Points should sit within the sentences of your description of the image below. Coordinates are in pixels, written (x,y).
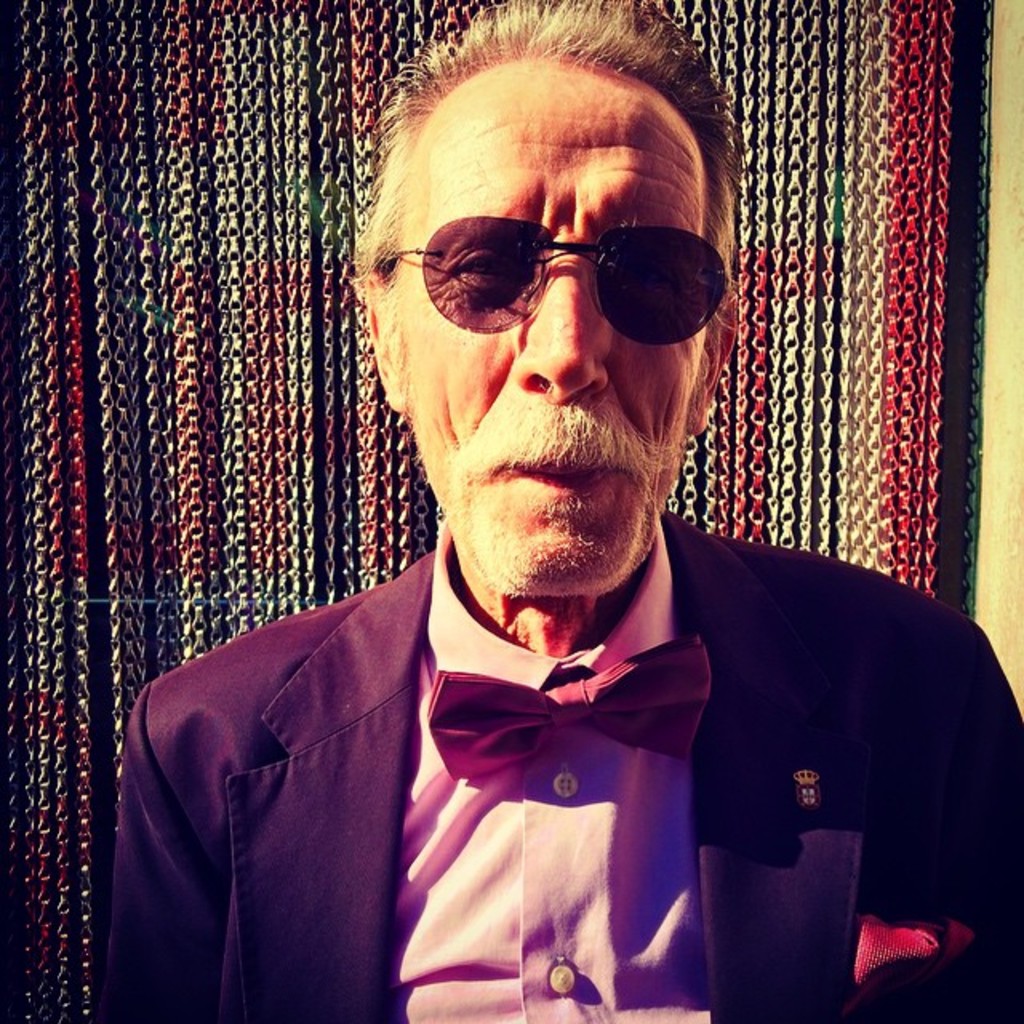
In this image I can see there is a man (371,757), he has a mustache (566,442) and beard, he is wearing a blazer (413,583) and goggles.
